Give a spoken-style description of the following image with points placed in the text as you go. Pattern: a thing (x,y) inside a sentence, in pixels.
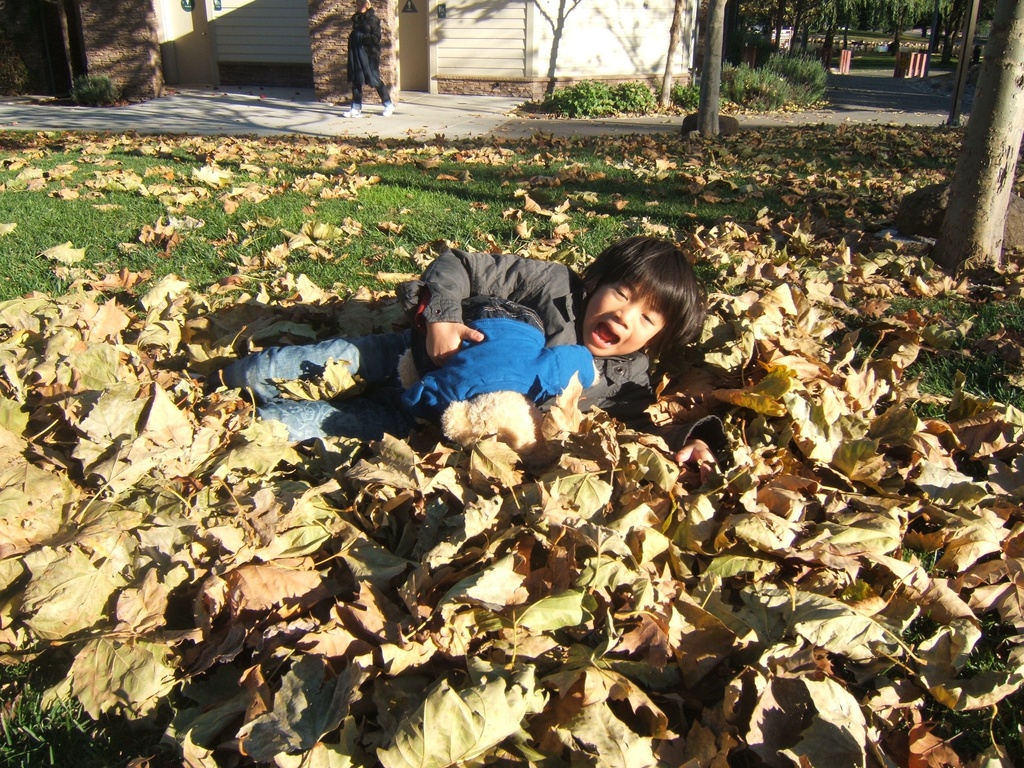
In this image, we can see grass (192,243) on the ground (296,339), there are some dried leaves (807,670) on the ground (117,212), it looks like a kid (457,264) fallen on the leaves (198,352), we can see a person (358,84) walking in the background (370,79), we can see shutters (284,30) and a wall (517,33), there are some trees (975,230).
